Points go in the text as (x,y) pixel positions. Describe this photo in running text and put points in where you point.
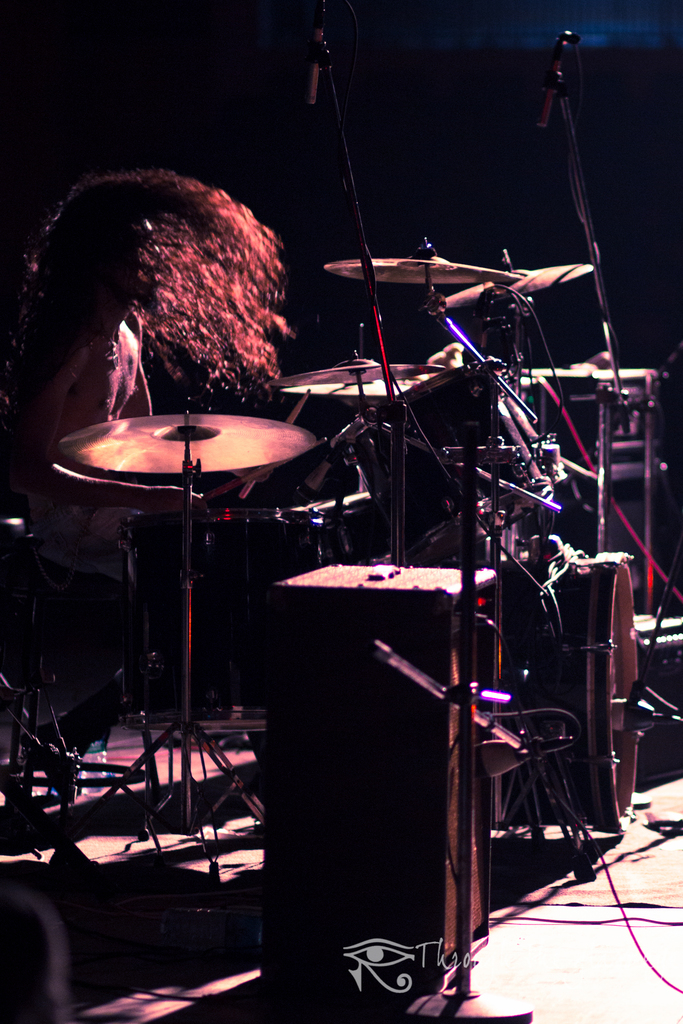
On the left side of the image (38,410) we can see one person (57,461) sitting. In front of him, we can see microphones (495,748), musical instruments (627,772) and a few other objects (512,310).
